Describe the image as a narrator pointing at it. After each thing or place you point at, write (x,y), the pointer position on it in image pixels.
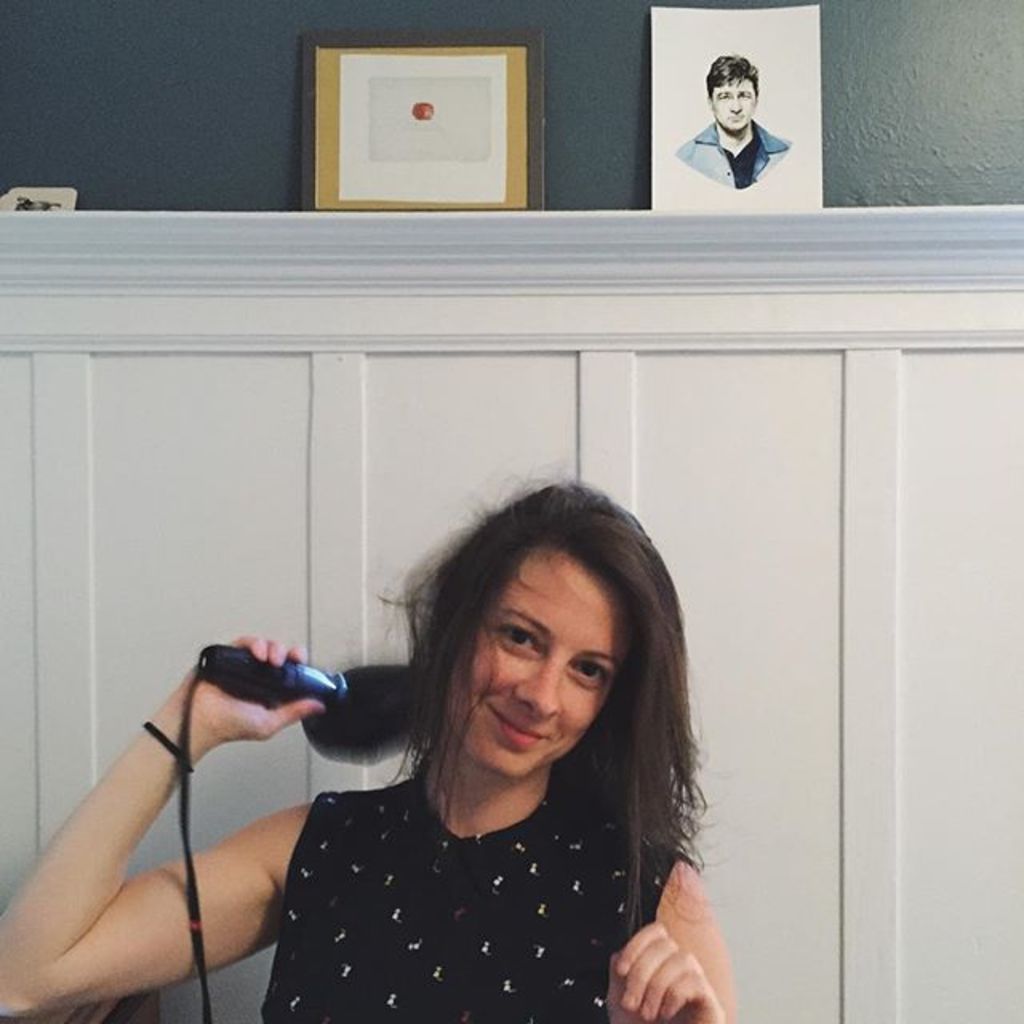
In this image we can see a lady (305,833) holding a hair dryer (349,733), behind her there are two pictures (683,126) on a ledge (620,216), also we can see the wall (917,125).
